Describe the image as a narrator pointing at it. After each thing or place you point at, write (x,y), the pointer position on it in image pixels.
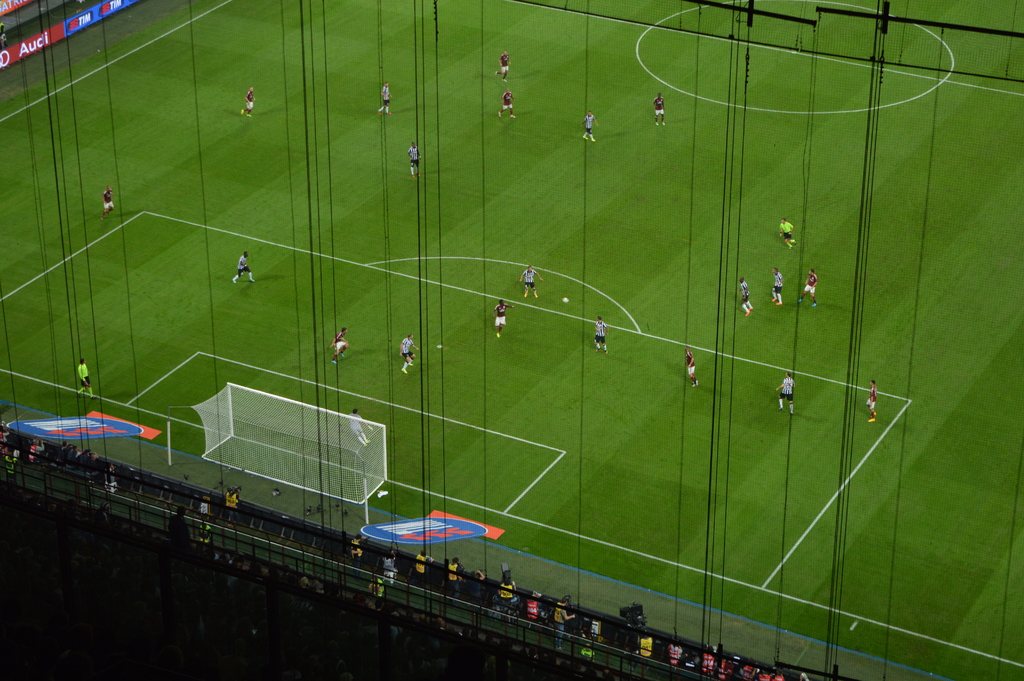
This picture looks like a football stadium (540,285) I can see few players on the ground (334,162) and I can see a goal post (229,460) and audience (93,523) and I can see few boards (23,53) with some text (80,24).
